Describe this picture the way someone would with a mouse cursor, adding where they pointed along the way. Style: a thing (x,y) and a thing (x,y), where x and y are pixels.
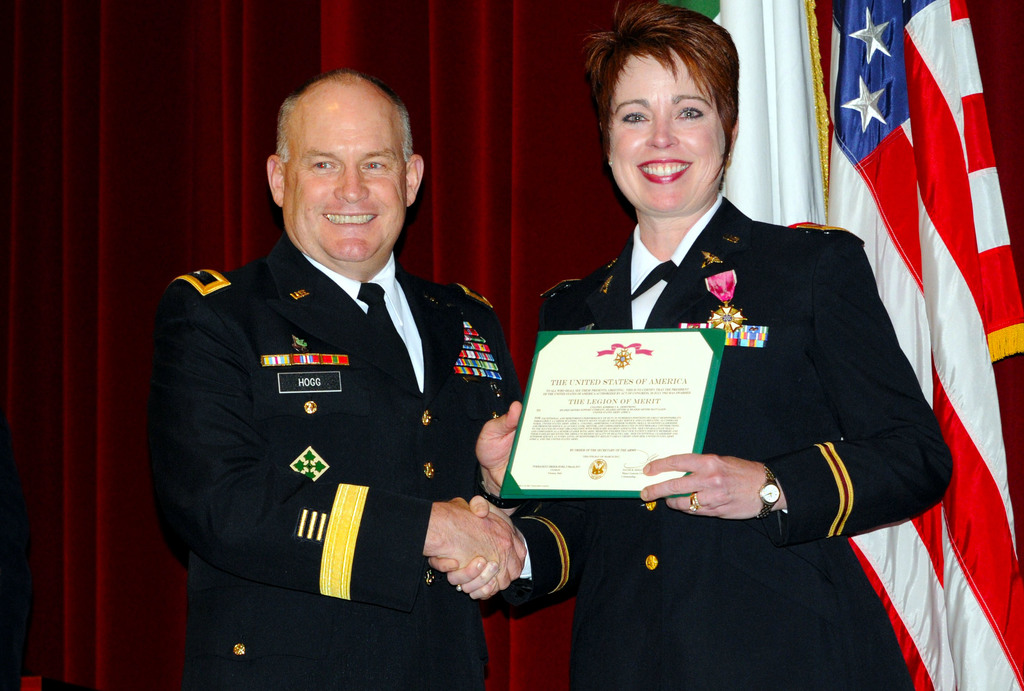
These two people (449,601) are giving shake-hand and smiling. This woman (661,245) is holding a certificate (609,481). Background (491,123) there is a red curtain (492,151) and flags (863,128).
